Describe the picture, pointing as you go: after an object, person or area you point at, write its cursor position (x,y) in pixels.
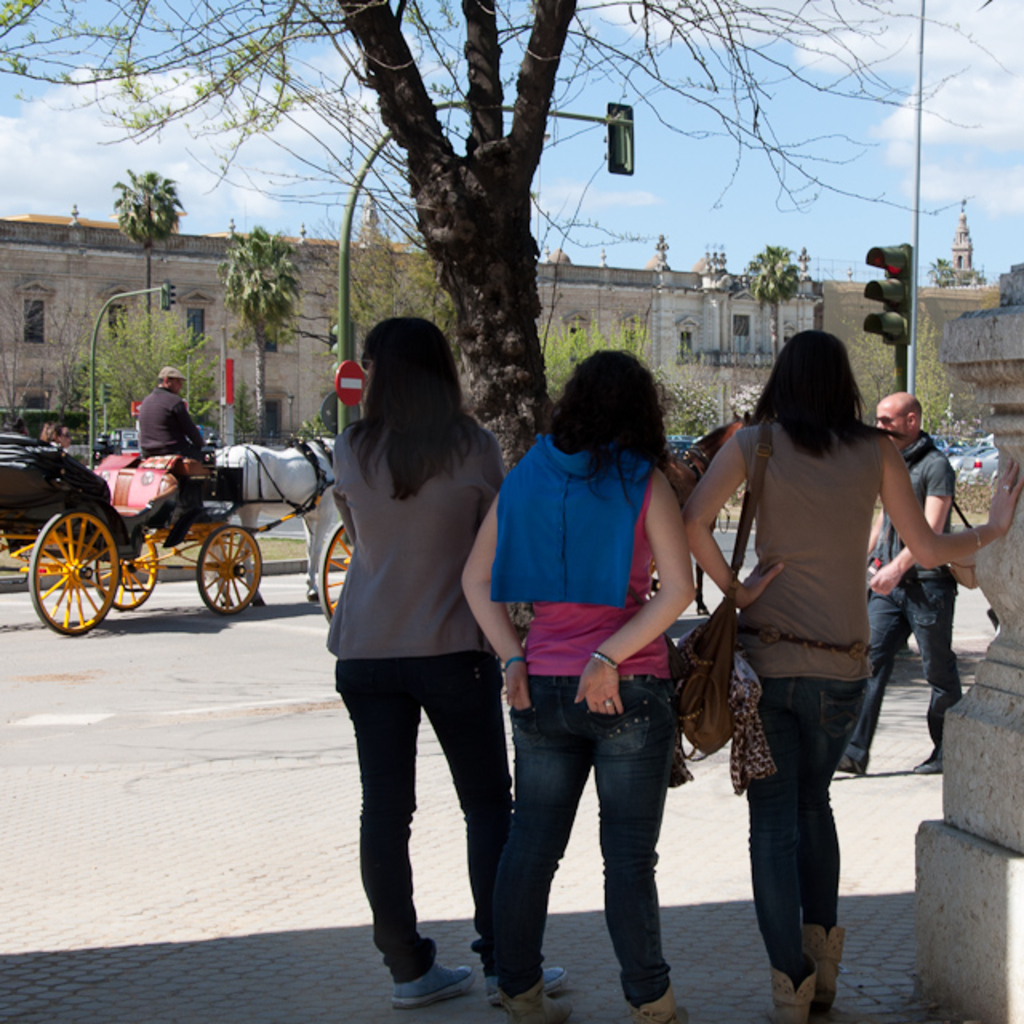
In this image I can see the group of people (459,589) with different color dresses (609,846). I can see one person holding the bag (690,673). I can see the horse cart (151,500) and there is a person (154,450) on the cart (123,468). It is on the road (130,714). In the back (307,405) there are many trees (474,360), signal pole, building (790,334), clouds (938,105) and the sky (100,205).
